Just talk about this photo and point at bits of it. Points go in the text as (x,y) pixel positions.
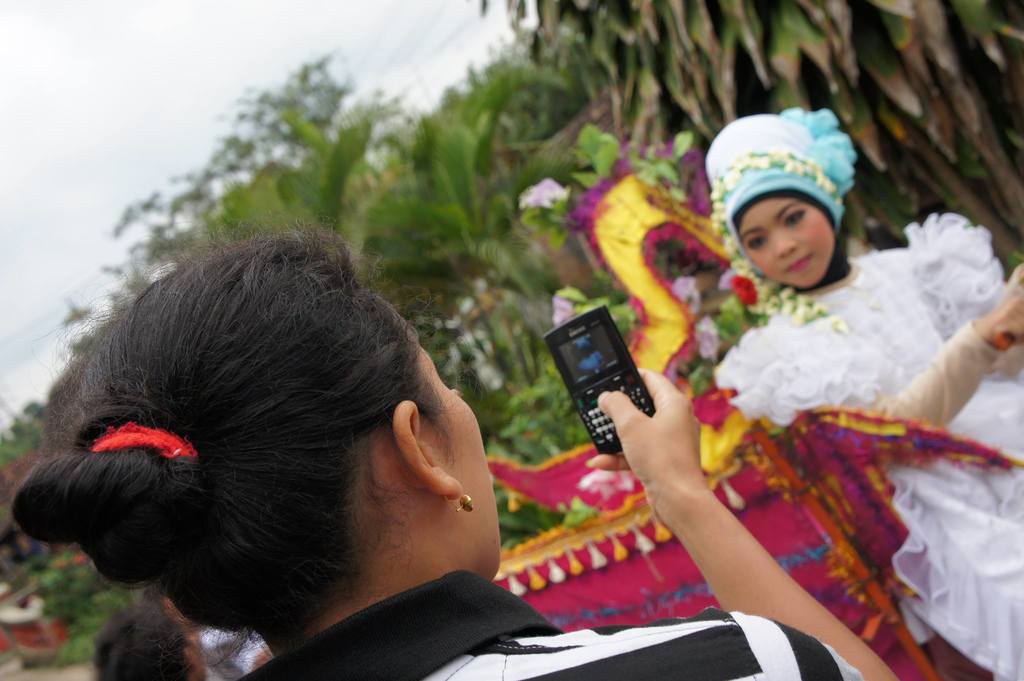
Here a woman (399,662) is trying to take a photograph of another woman (817,355) in a phone (626,390) she is posing for the photo. She wear a white color dress (840,365) behind her there are trees (642,112) and clouds (202,108).
